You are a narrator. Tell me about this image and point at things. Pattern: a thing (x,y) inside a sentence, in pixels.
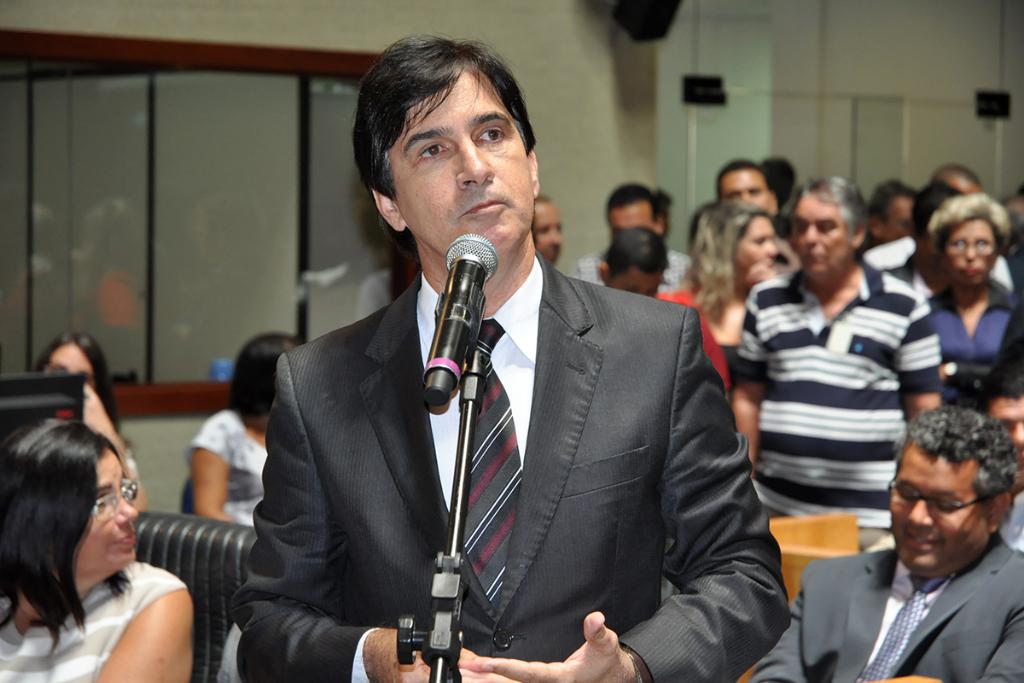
In front of the picture, we see the man (535,470) in the black blazer (569,444) is standing. In front of him, we see a microphone (482,285) and he might be talking on the microphone (466,251). Behind him, we see many people (809,276) are standing. On the left side (20,680), we see women (96,586) are sitting on the chairs (178,521). Beside them, we see a monitor (65,377). In the right bottom (950,612), we see a man (956,577) is sitting on the chair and he is smiling. In the background (642,67), we see a white wall (646,94) and windows (202,225). We even see the speaker box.
